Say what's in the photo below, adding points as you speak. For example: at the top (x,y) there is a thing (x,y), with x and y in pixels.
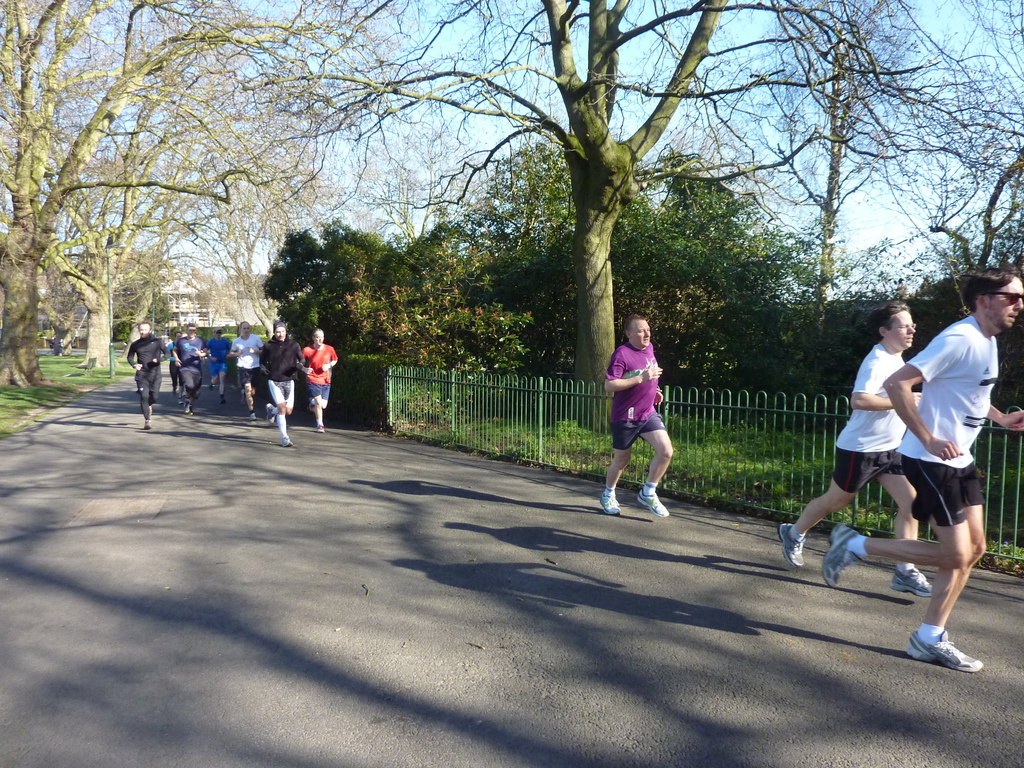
In this image, we can see few people (920,501) are running on the road (342,631). Background (23,386) we can see trees (596,373), plants (536,360), pole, fence (741,440), grass (726,441) and sky (951,205).
